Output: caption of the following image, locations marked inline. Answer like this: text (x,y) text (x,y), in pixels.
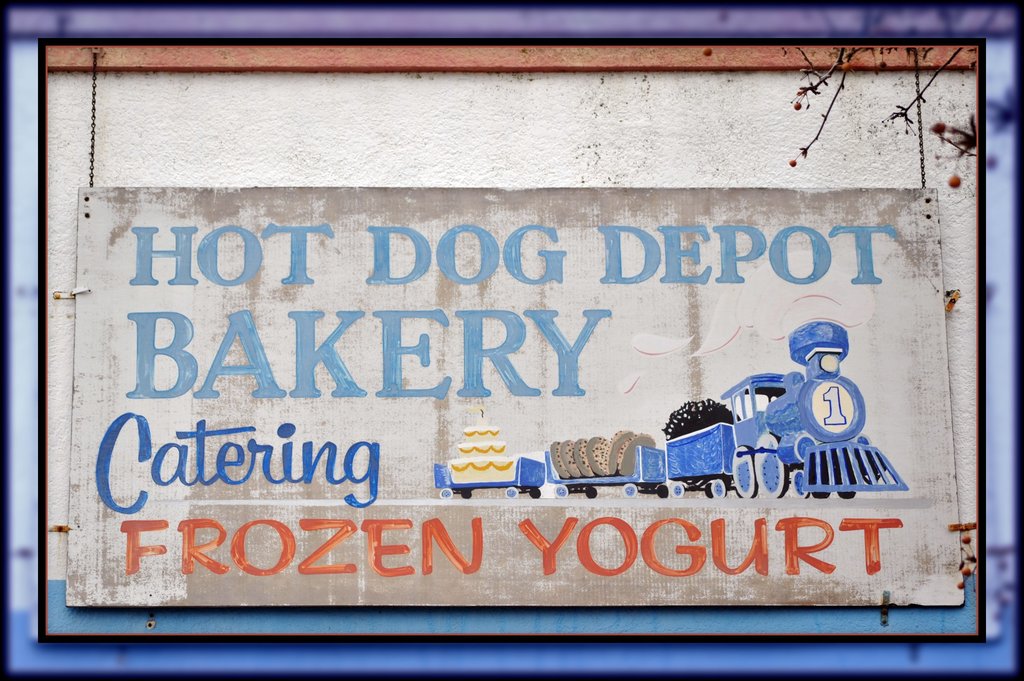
In this image I can see the board (482,307). On the board (508,390) I can see the painting (555,468) of the train (646,469) and something is written on it. To the right (911,109) I can see the tree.
